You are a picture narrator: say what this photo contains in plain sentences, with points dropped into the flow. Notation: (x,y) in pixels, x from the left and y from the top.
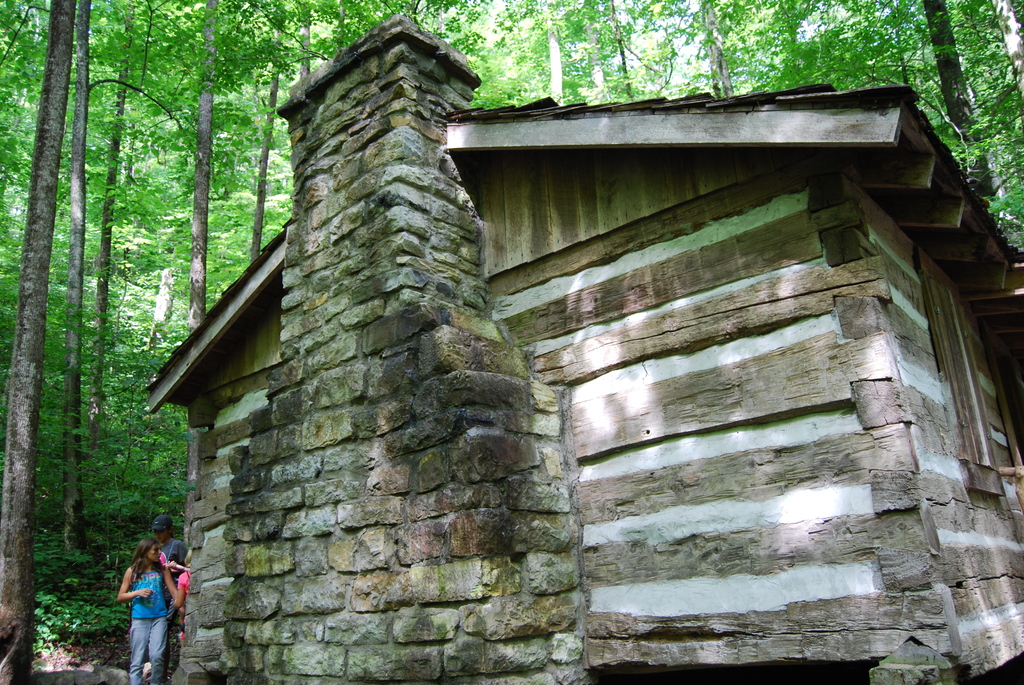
In this image we can see a house (451,467) and behind there are few people (168,542) standing and we can see some plants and trees (339,29).
